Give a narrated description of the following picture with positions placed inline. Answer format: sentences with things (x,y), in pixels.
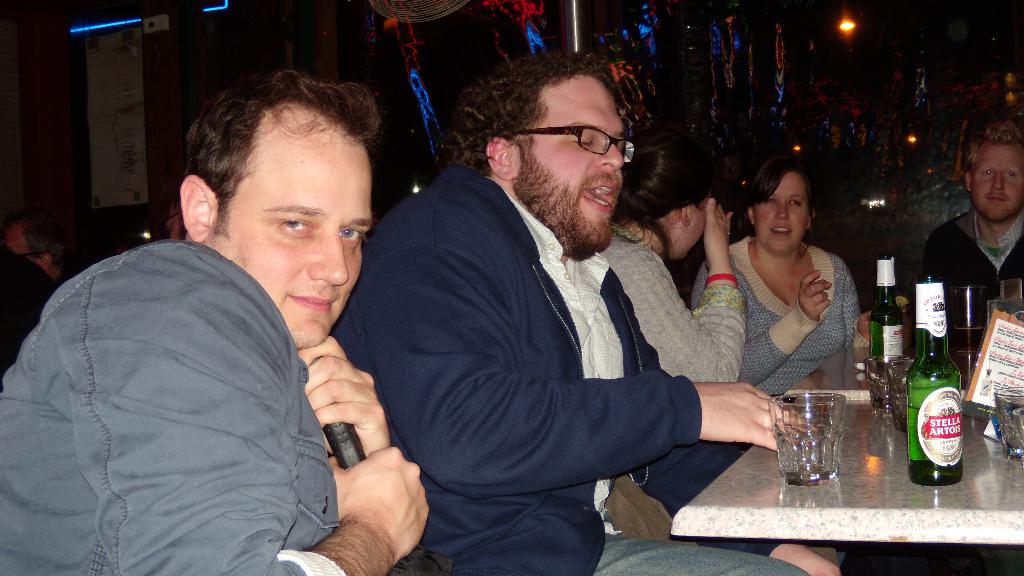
In this image I can see number of people (543,444) are sitting. Here on this table (964,481) I can see few bottles (945,420) and few glasses (966,312).
